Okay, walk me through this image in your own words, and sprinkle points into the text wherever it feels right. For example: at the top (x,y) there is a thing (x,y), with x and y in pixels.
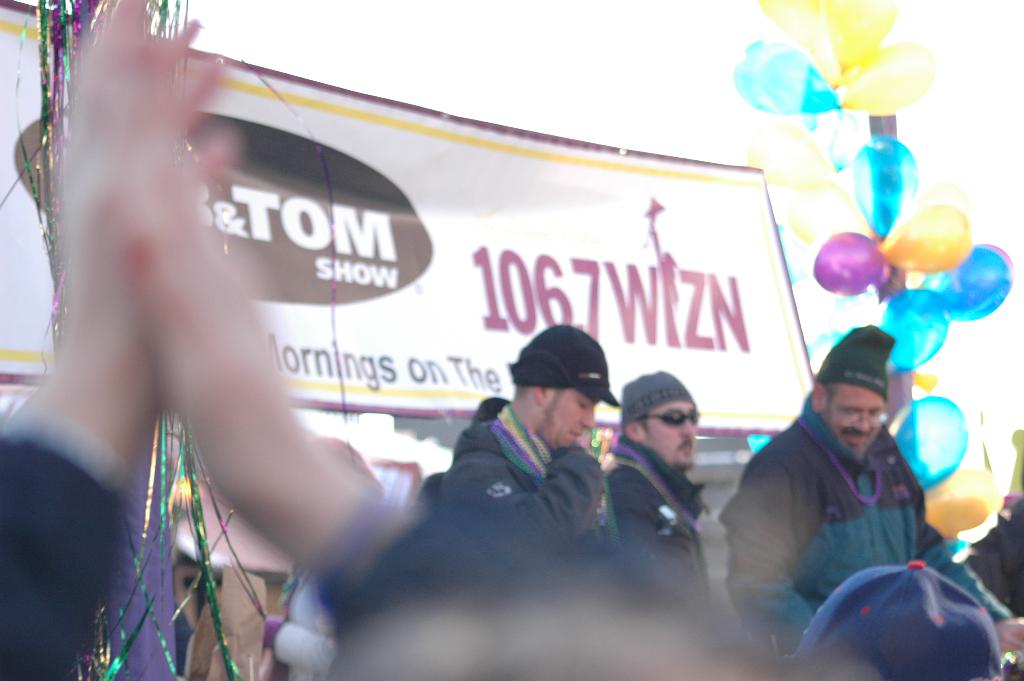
In the image we can see there are people (558,565) standing and they are wearing caps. There are balloon (937,273) kept on the iron pole (899,375) and there are colourful sparkle wires (165,462) are hanging.
